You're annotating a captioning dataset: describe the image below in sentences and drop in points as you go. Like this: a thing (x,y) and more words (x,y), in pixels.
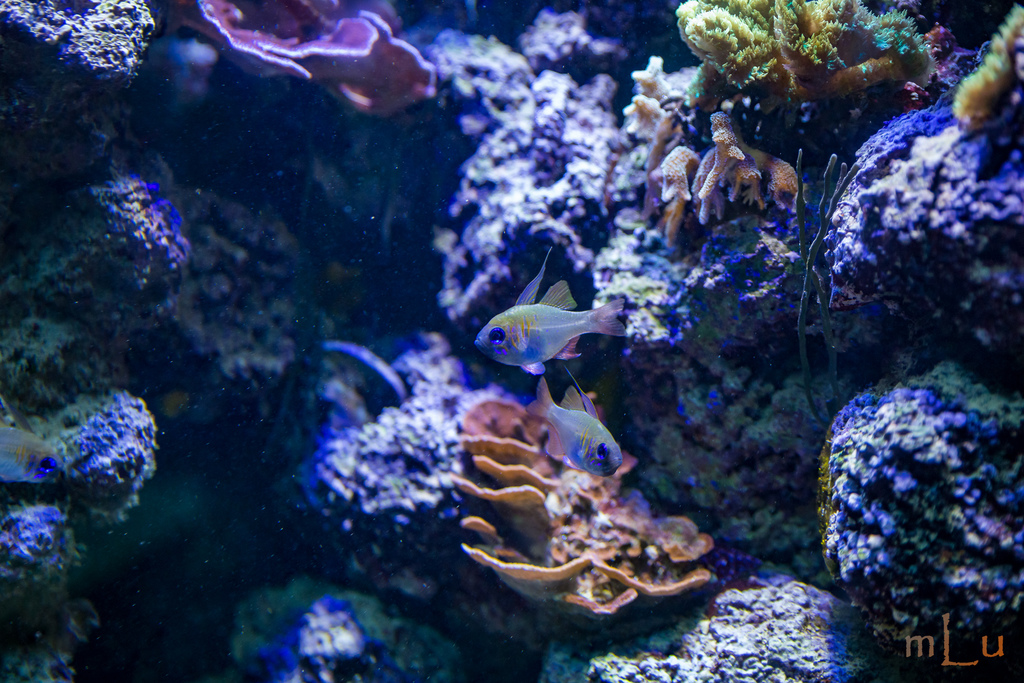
In this image there are water plants (557,470), fishes (577,392) in the water (679,49), on the bottom right (963,641) there is some text (959,655).
